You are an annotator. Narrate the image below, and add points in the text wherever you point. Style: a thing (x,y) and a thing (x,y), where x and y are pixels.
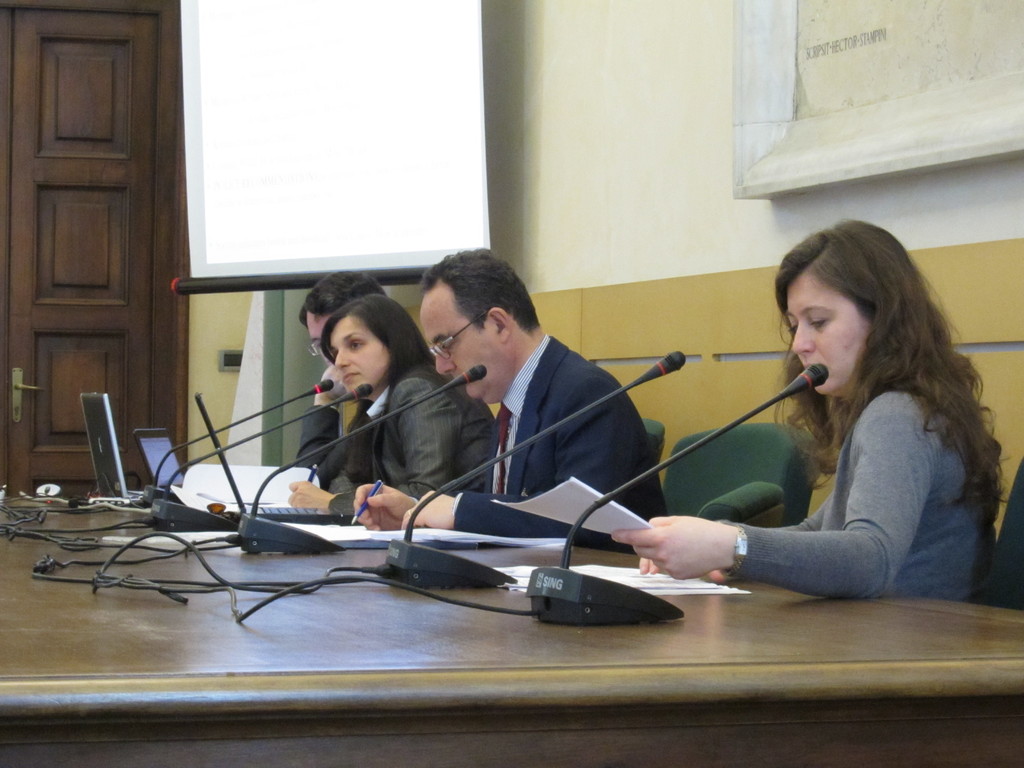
People (467,406) are sitting on chairs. On this table (325,632) there are laptops (176,464), mics (591,606), papers (339,528) and cables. These people (480,455) are holding pens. This woman (713,525) is holding papers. In-front of this wall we can see screen (448,210) and door (115,205). This is wooden door (91,269) with handle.
